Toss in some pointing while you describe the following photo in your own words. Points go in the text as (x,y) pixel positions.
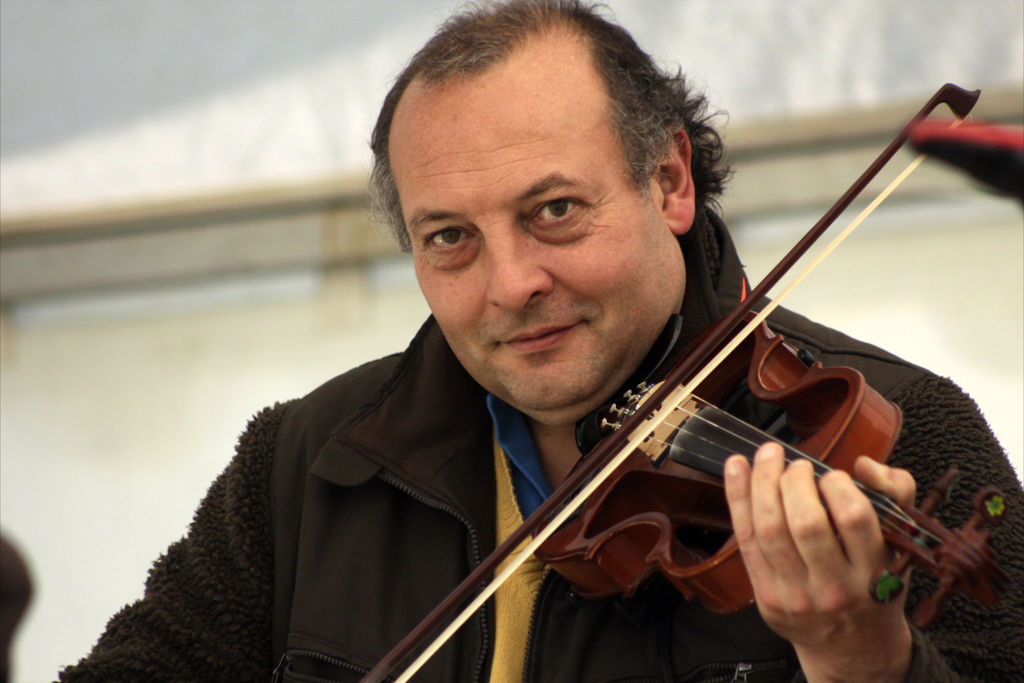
This man (432,659) is playing a violin (664,437) and wore jacket (382,490).
